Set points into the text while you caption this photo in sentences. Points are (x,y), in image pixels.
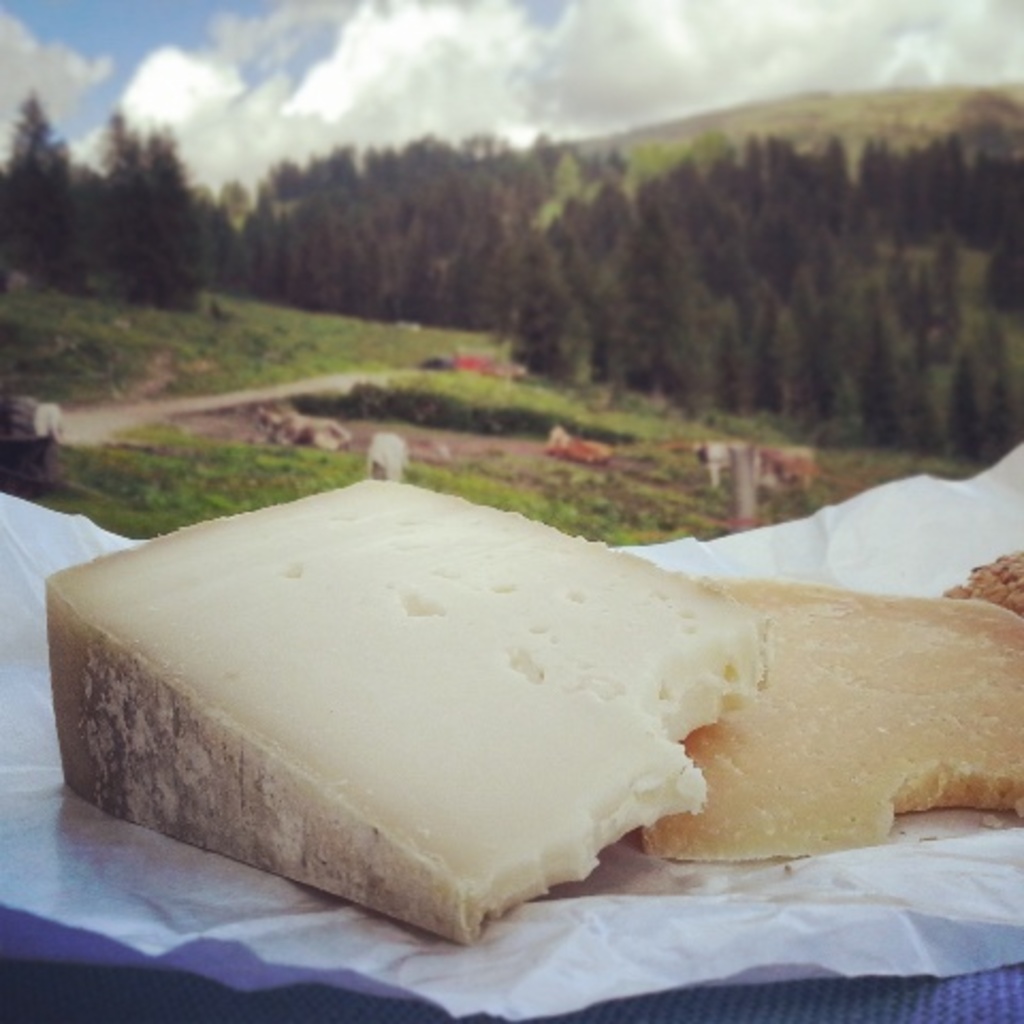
This image is taken outdoors. At the top of the image (557,48) there is the sky (418,43) with clouds (873,30). In the background (635,147) there is a hill (737,136). There are many trees (485,267) and plants (778,267) with leaves (900,387), stems (756,384) and branches (647,292). There is a ground (289,451) with grass (638,475) on it. There are few cattle (392,459). At the bottom of the image (580,989) there is a table (47,996) with a food item (786,654) on it.
